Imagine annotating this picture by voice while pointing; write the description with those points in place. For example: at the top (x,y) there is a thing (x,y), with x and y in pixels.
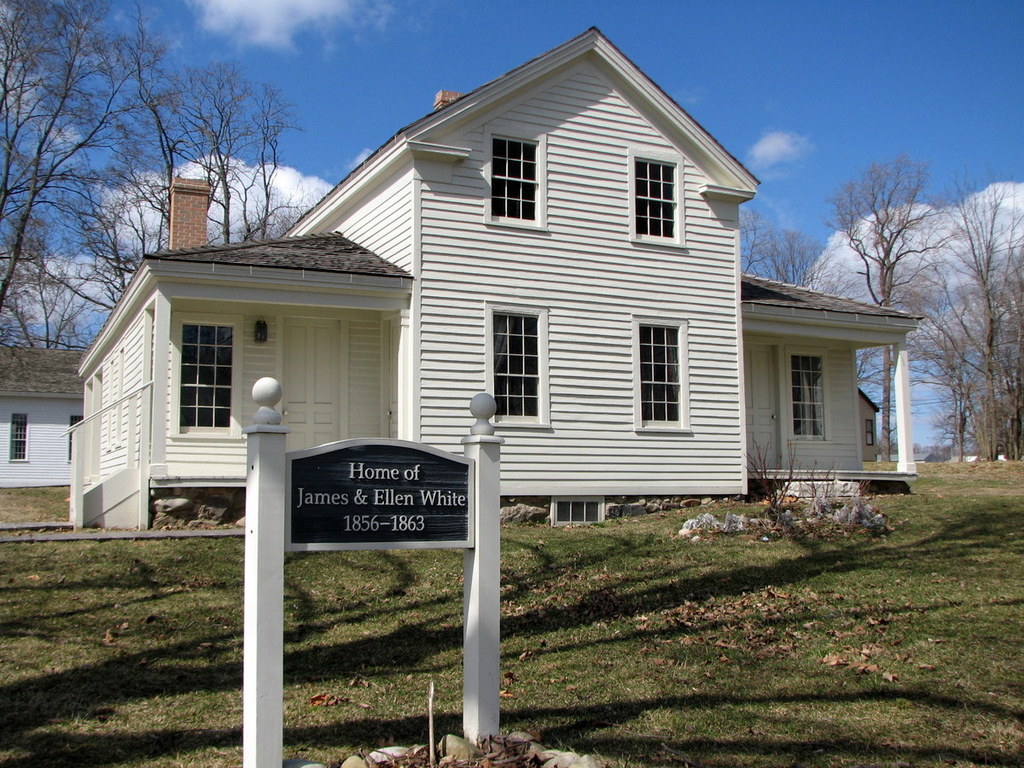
This picture is clicked outside. In the foreground (317,531) we can see the board (395,487) on which we can see the text (383,478) and numbers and we can see the grass (619,551). In the center (525,339) we can see the houses (44,420), windows (222,370) and doors (754,359) of the houses (521,349). In the background (879,73) there is a sky (889,82) and we can see the trees (218,138) and some clouds (1008,222) in the sky (237,174).
